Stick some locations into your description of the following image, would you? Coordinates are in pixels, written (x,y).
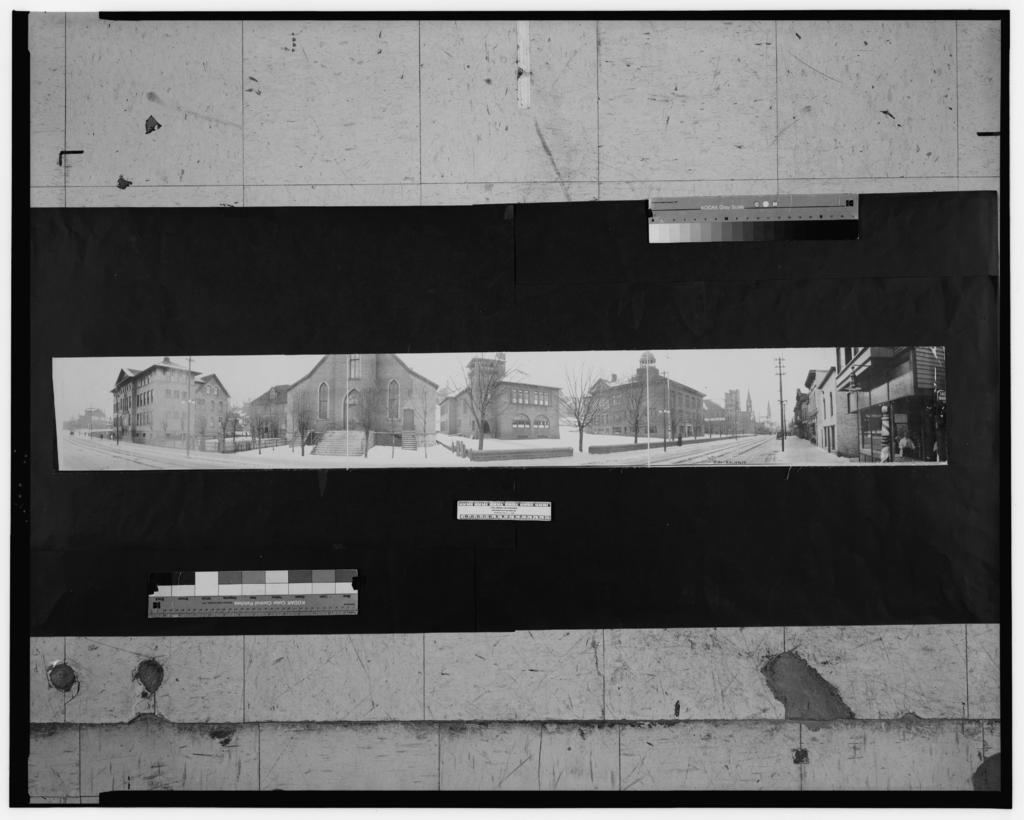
This black and white image is an edited image. In the center (366,410) there are buildings (374,398). In front of the buildings (422,396) there are trees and roads (352,458). Above the buildings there is the sky (416,362). There are color shades icons (707,228) in the image.
